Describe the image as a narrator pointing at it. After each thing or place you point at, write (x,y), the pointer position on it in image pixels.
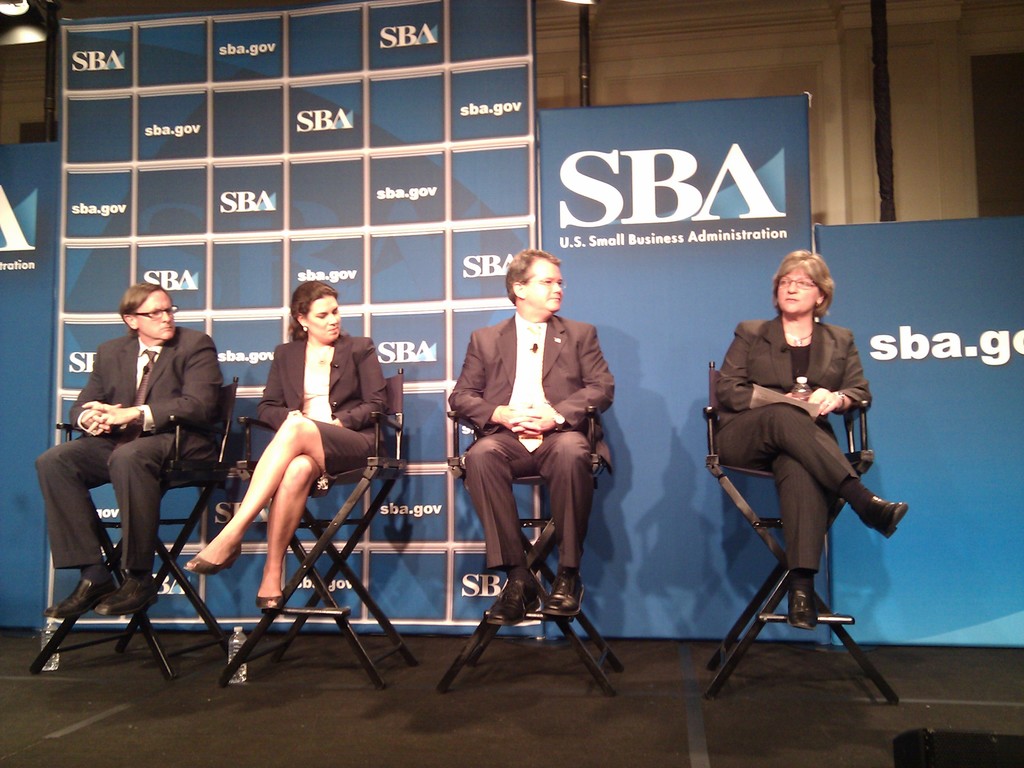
In this image I can see few people (157,314) are sitting on chairs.
